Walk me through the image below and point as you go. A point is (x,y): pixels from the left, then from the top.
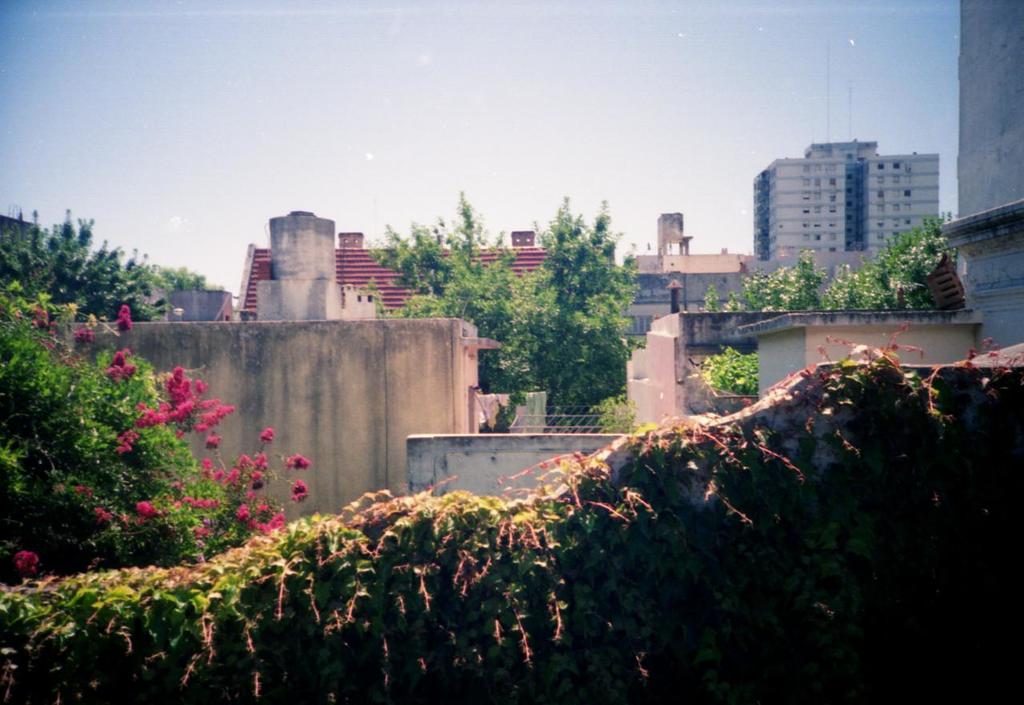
In this image we can see buildings (818,152), grill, clothes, creepers (262,551), trees (544,360), plants (98,475) and sky (261,199).
